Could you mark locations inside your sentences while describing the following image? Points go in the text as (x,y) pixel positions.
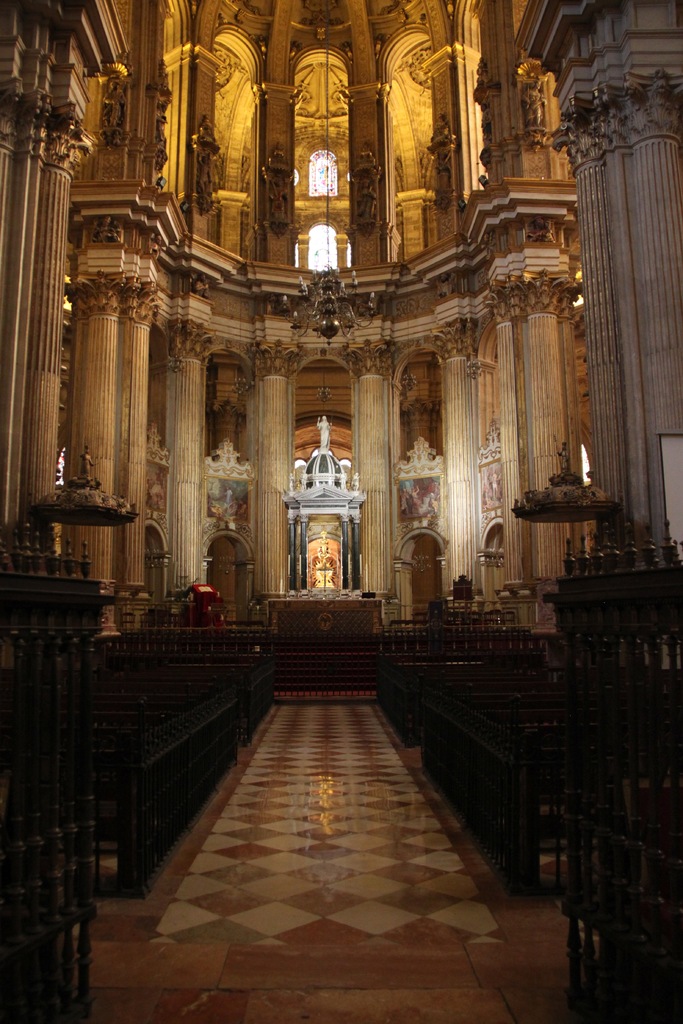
There is a building (393,321) which has a statue (320,552) in it and there is a fence (260,700) on either sides of it.
